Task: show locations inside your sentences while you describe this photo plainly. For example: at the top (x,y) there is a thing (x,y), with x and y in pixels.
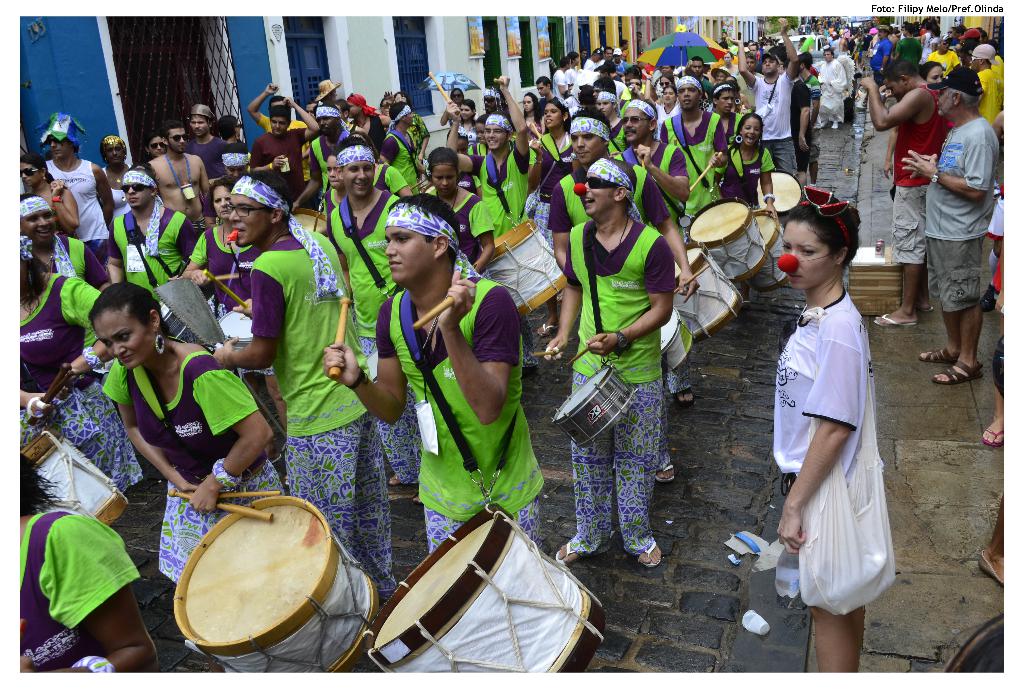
There are many people (403,327) on the road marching by playing drums (228,533) and people (169,135) on either side of the road (740,440) are looking at them.
